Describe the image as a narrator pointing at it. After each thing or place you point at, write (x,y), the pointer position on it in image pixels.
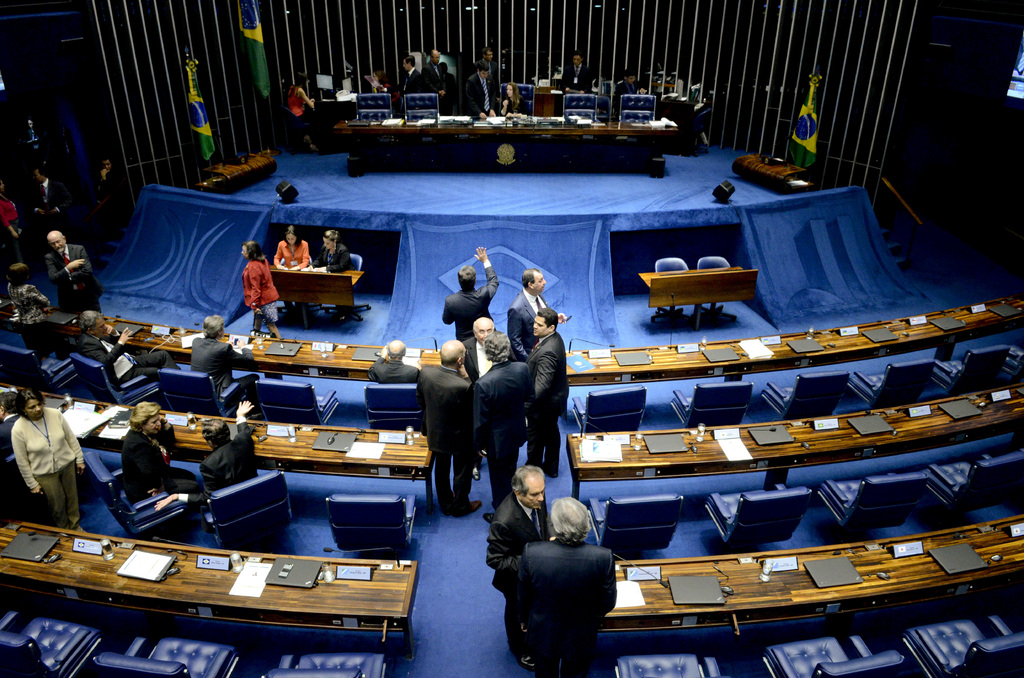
In a room (756,388) there are many tables (914,343) and chairs (961,368). On the chairs (244,494) some people (173,467) are sitting. And some men (508,426) are standing. In front of them there is a stage (528,195). On the stage (616,202) there is a table (505,167). And one lady (514,107) is sitting on the chair (531,104). In the back of her there are some people (483,80) standing. And on the stage (731,206) we can see some flags (251,71), lights (725,195). On the table (917,564) there are some name boards (786,561), glass (766,571), laptop (837,569), paper (733,455).
